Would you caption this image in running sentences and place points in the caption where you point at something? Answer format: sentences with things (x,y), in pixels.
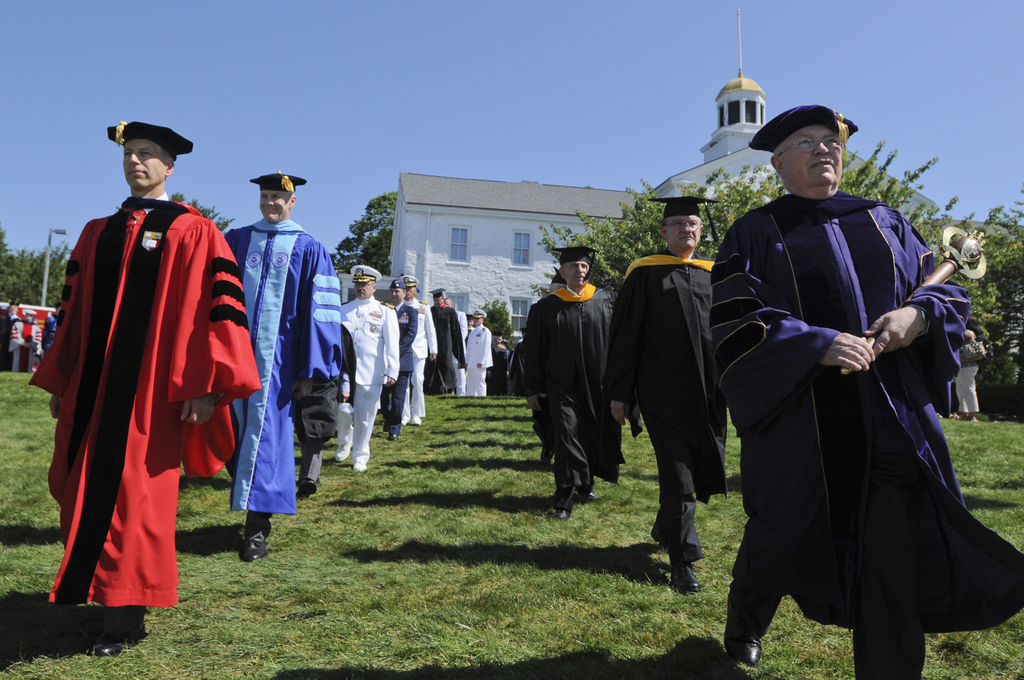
In this image, we can see a group of people (81,387). Few are standing and walking on the grass (554,588). Background (479,252) we can see house (489,270), windows (527,249), pipe (426,263), walls (458,271), trees (1011,306), pole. Top of the image (624,106), there is a sky (457,113). On the right side (903,378), a person (903,369) is holding some object (955,248). Few people (864,220) are wearing caps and glasses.
